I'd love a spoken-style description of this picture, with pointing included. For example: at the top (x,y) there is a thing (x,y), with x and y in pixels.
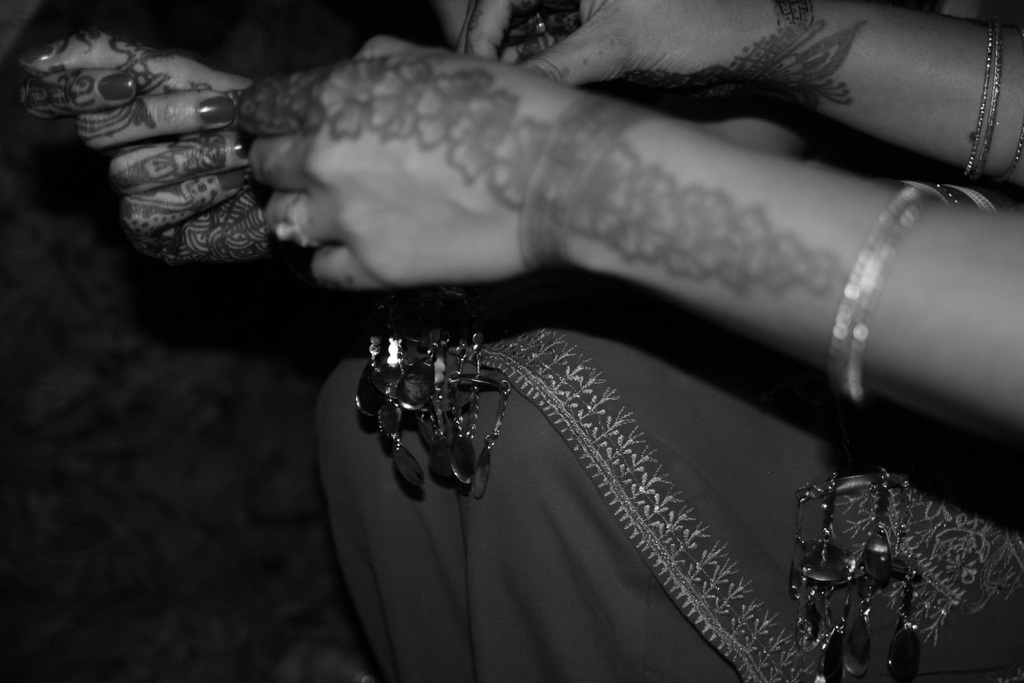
In this picture we can see some persons hands (474,201), bangles (992,29) and in the background (405,24) it is dark.
